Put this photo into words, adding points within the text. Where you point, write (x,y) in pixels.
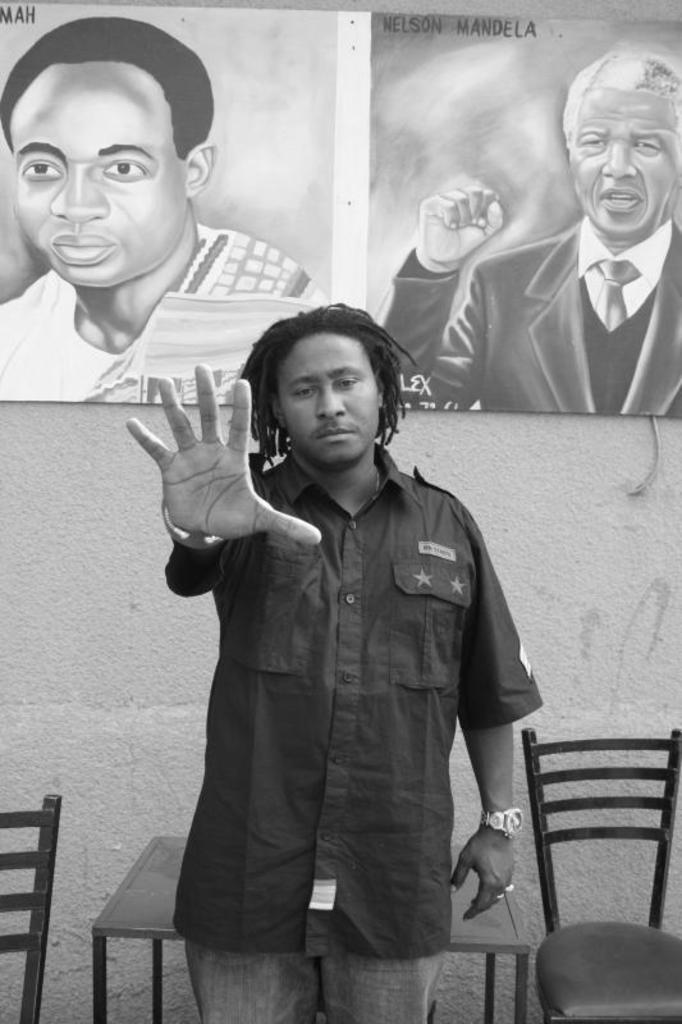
This is of a black and white image. There is a man (373,859) standing. Behind the man (392,911) I can see a table (506,928) and two chairs (563,981) at the corners of the image. At background (407,288) I can see a poster (410,160) which is attached to the wall (615,477).
